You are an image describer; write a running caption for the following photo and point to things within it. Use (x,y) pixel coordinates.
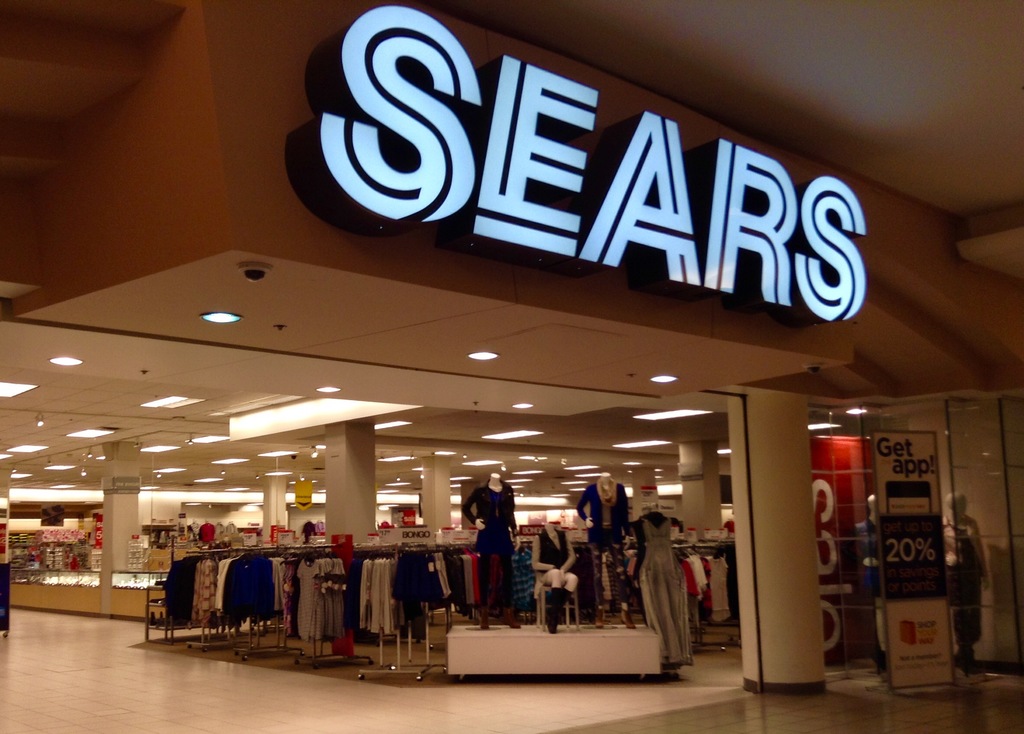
In this image I can see number of clothes (498,505), number of lights (536,462), few mannequin (509,564), few boards (817,497) and on these boards (917,440) I can see something is written. I can also see something is written over here.
